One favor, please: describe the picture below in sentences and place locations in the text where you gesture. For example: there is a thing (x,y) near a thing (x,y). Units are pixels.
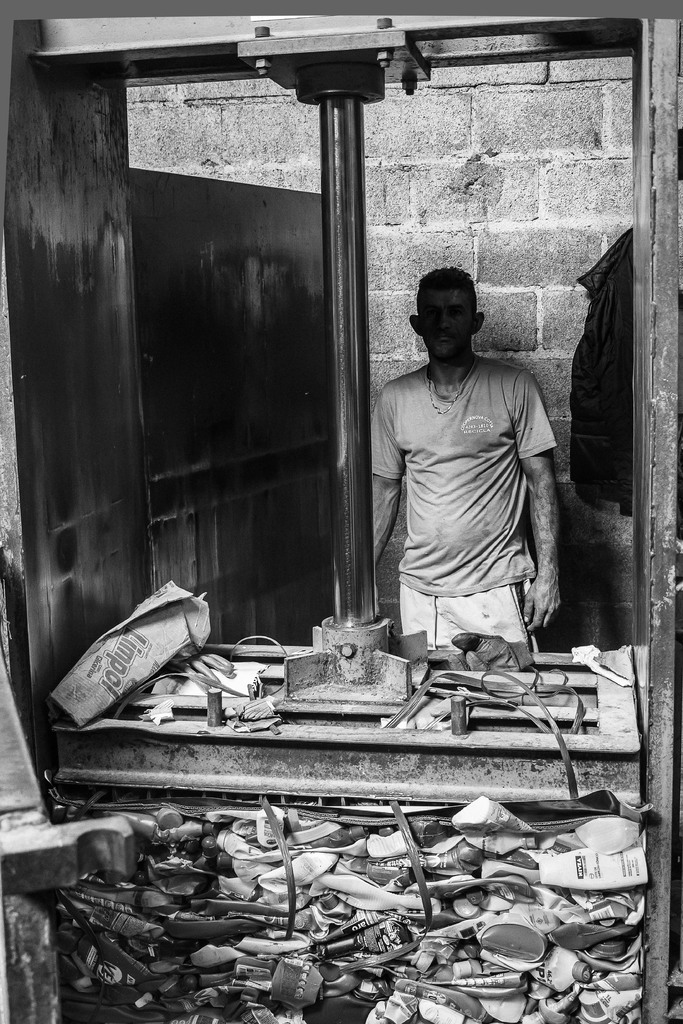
This is a black and white picture of a man (510,427) standing in front of a wall (446,131), in the front (367,36) there is a machine (253,742) with plastic bottles (368,889) below it.
